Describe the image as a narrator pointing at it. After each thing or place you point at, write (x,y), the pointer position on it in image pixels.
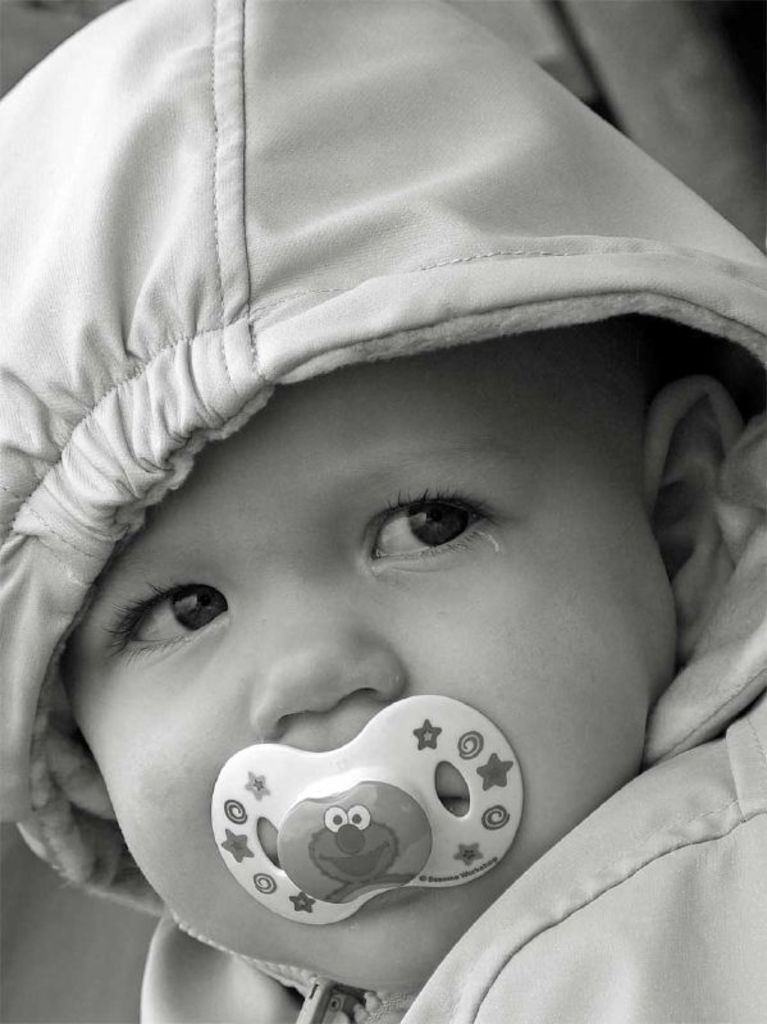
In this picture we can see an object (361,874), child (211,589), cloth (305,235) and in the background (701,53) it is blurry.
